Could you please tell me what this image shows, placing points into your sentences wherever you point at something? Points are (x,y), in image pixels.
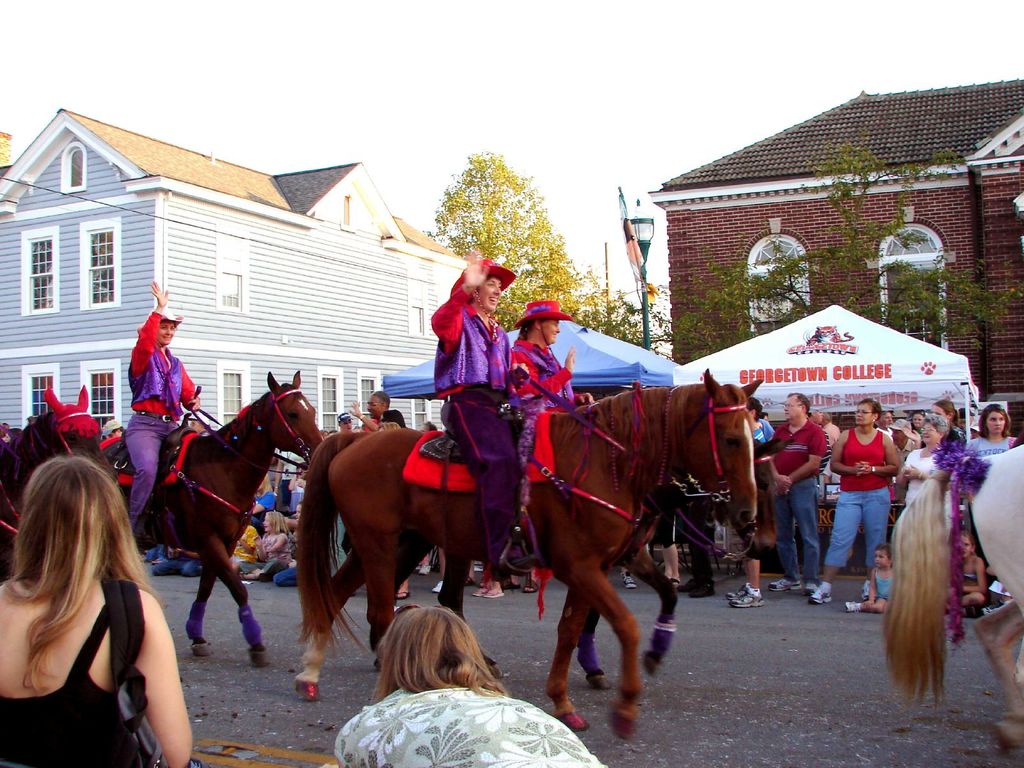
There are 3 women (176,396) riding horses (459,490) on the road (682,644). On the either side of the road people (256,531) looking at them. In the background (420,281) there are buildings (691,179), trees (517,245) and sky (501,80).
